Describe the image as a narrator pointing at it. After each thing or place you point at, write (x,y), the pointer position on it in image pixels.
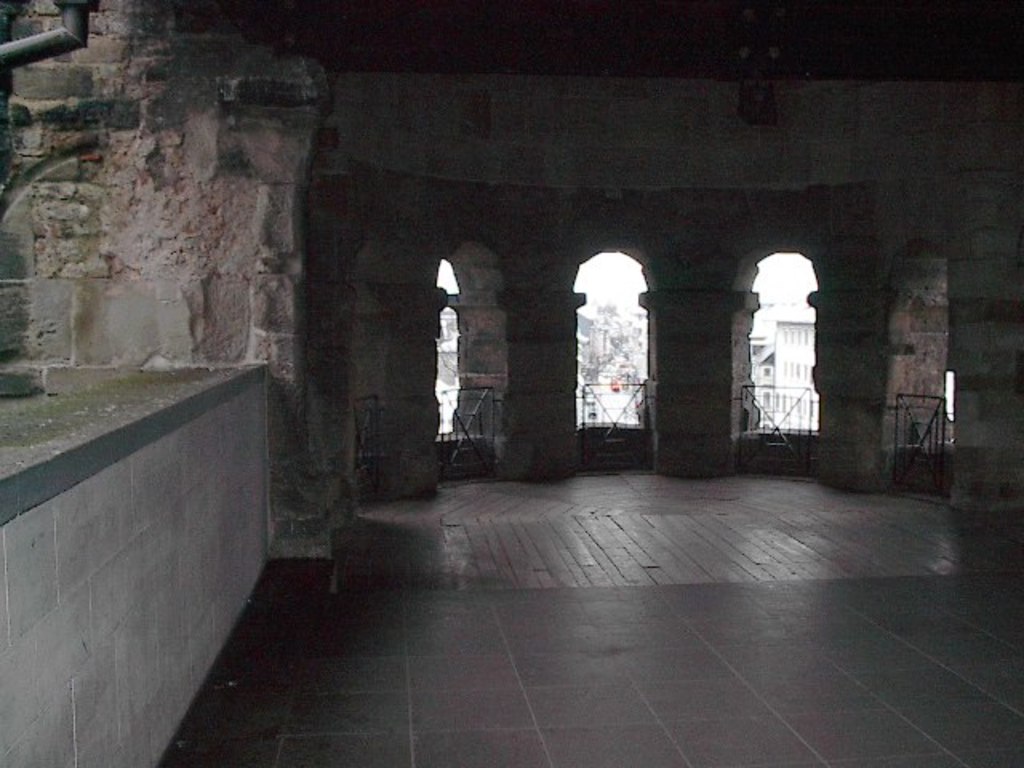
This might be clicked inside a building (773,464). This looks like an old building (543,508).
